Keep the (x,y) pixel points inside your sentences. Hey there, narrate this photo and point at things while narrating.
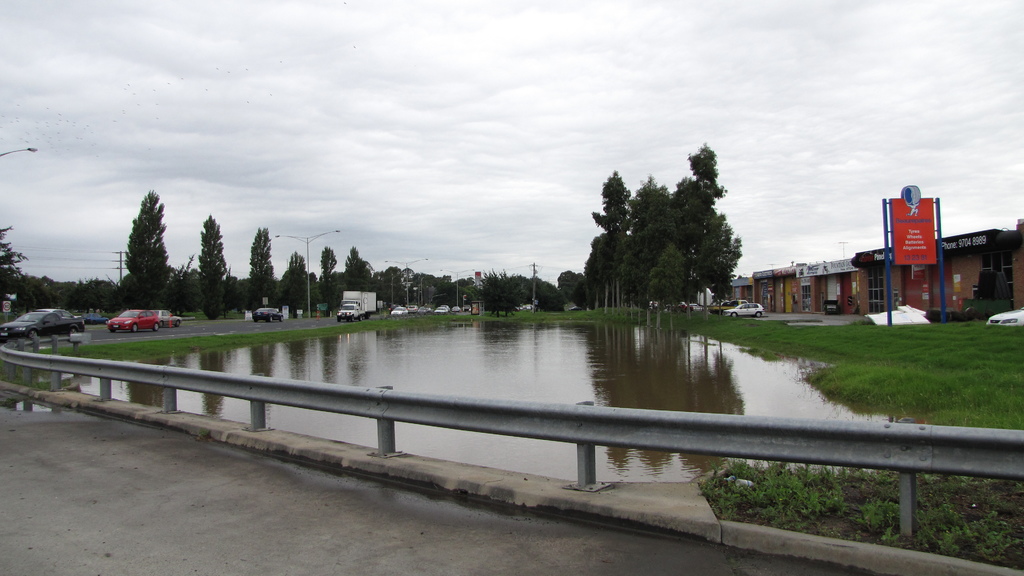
In the foreground (452,459) I can see a bridge (305,489), fence (577,413), grass (783,475), water (380,376), fleets of vehicles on the road (274,319) and trees (177,296). In the background (809,269) I can see boards (836,267), buildings (830,291), light poles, wires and the sky (518,97). This image is taken may be during a day.
